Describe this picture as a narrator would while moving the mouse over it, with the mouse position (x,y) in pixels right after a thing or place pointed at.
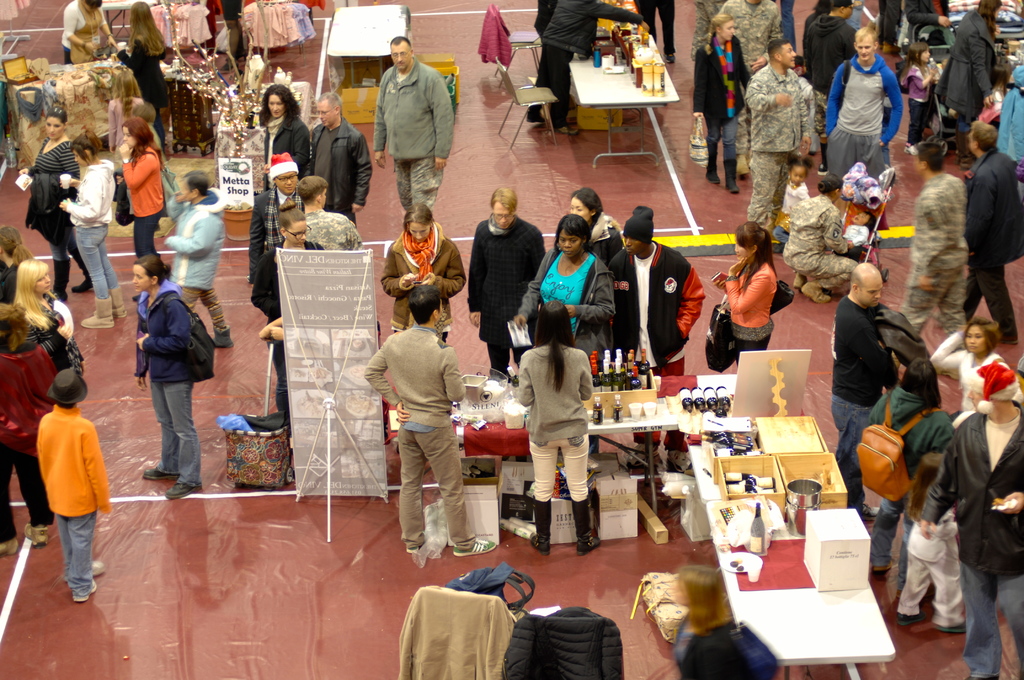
In this image there are a group of people (58,356) standing, and some of them are walking and some of them are wearing bags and in the foreground (613,409) there are some stalls (741,444) and tables (760,488). On the tables (716,460) there are some boxes (763,433), bottle (761,531), plates (749,557) and some other objects (794,396). And at the bottom (472,637) there are some clothes (465,618), in the background (351,38) also there are some tablecloths (258,175) and chairs (509,55). On the tables (666,76) there are some bottles (647,91) and some objects (621,55), at the bottom (297,527) there is floor (323,553).
